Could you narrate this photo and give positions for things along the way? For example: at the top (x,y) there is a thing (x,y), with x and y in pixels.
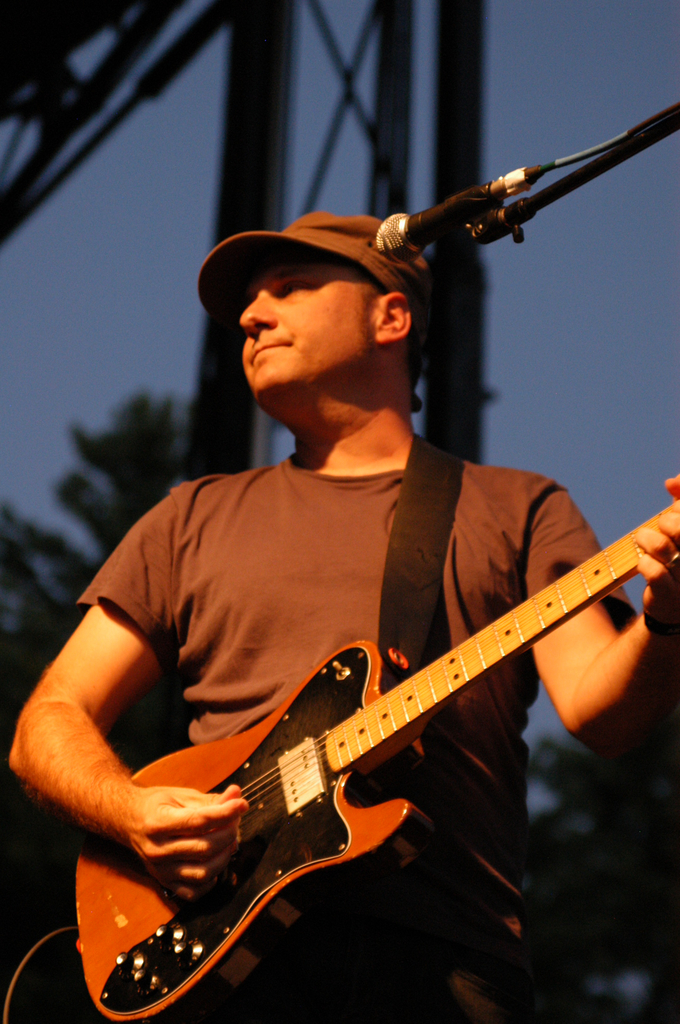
In this Image I see man (371,368) who is wearing a cap (348,250) and he is holding a guitar (90,962) in hands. I can also see a mic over here.
